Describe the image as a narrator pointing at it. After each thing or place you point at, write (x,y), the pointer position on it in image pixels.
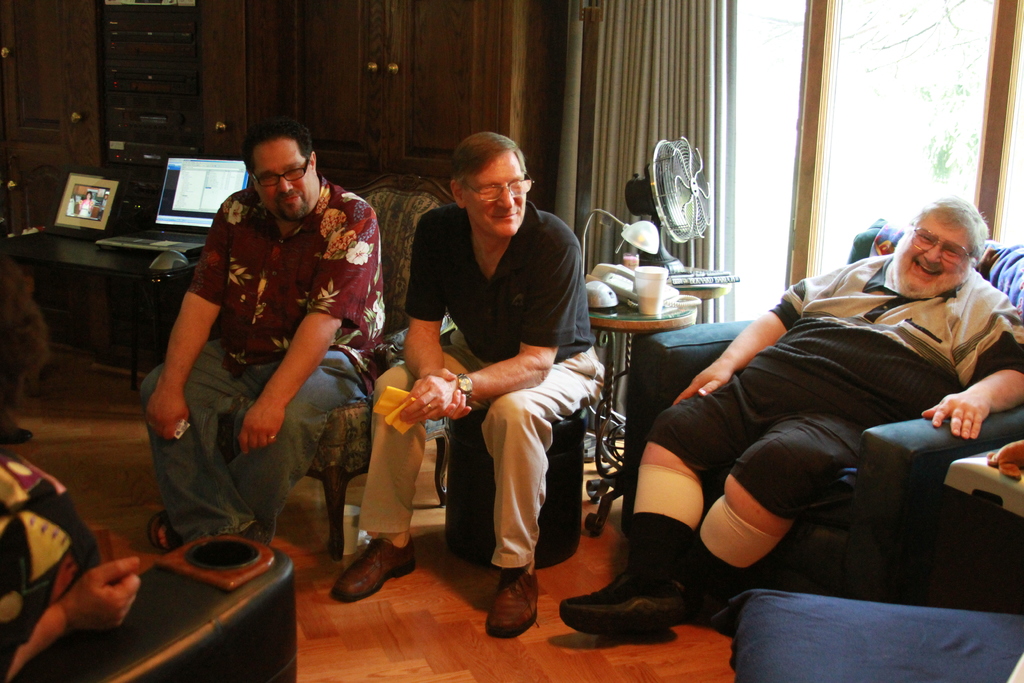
In this picture we can see group of people (260,330), they are all seated and few people (940,209) wore spectacles (302,172), behind them we can see a fan (676,184), telephone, cup (659,302), laptop (196,228), frame (70,222) and other things (189,262) on the tables (645,317), and also we can see curtains (596,123).
